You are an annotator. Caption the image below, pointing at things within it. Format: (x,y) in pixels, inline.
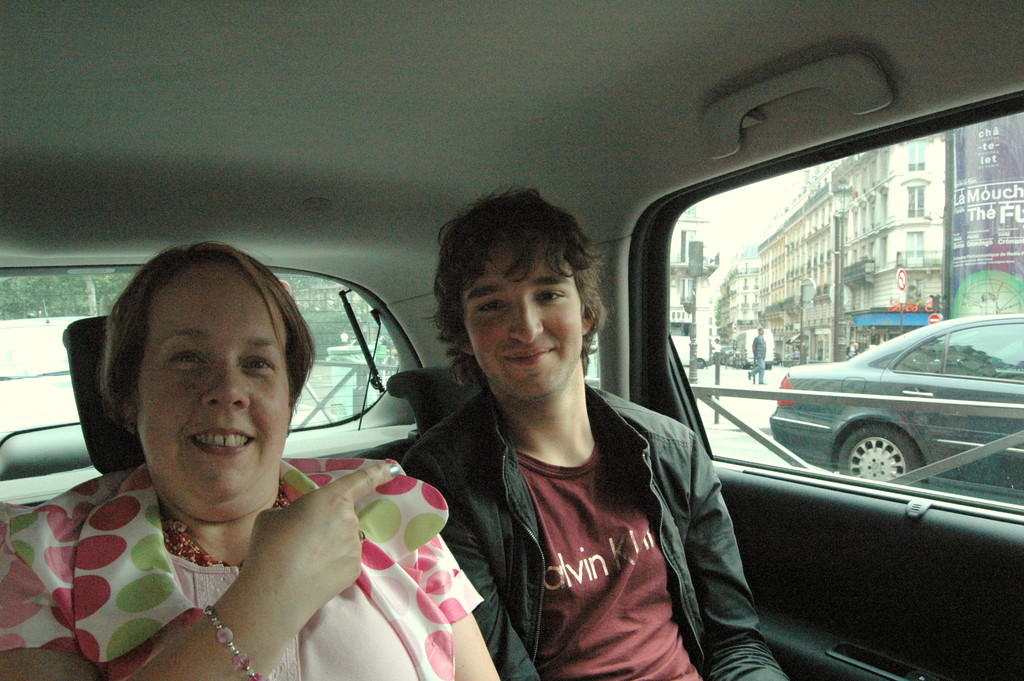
In the image we can see there are two people (565,582) who are sitting in the car (913,604).
